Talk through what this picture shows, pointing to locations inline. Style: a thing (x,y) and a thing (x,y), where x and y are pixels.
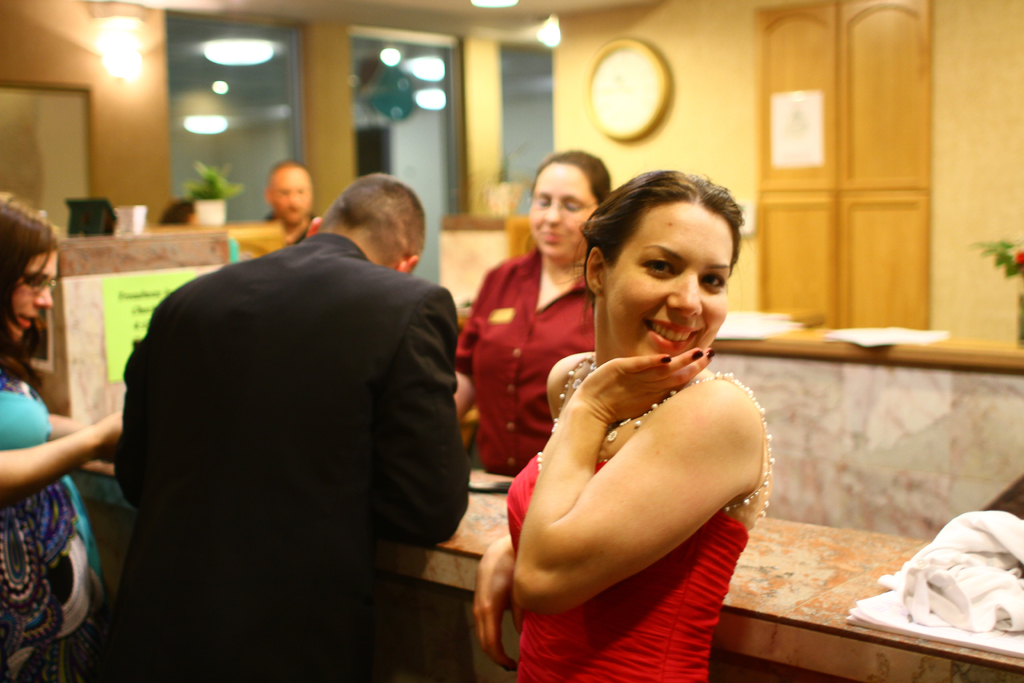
In this image I can see few persons (454,391) visible in front of table (200,239), on the right side (972,198) there are some leaves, wall (958,135), clock (620,92) attached to the wall (749,167), papers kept on table (887,391), books (860,617), cloth (972,524) kept on table (839,541) visible, on the left side (201,185) there is a flower pot (207,172) might be kept on table (187,233), at the top (103,63) there are some lights (395,52), glass window (401,63) visible.
